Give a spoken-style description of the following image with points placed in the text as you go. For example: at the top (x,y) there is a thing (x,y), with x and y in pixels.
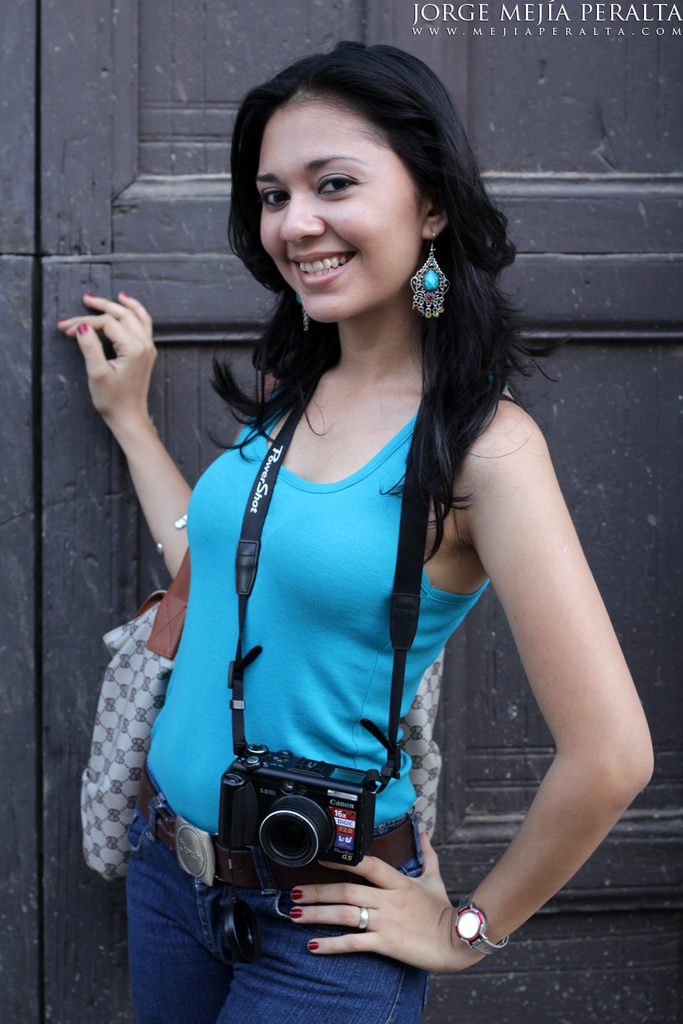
In this picture I can see in the middle (291,586) a girl (183,1021) is wearing the dress (363,715) and a camera (367,812), she is smiling, in the top right hand side (540,11) there is the text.
